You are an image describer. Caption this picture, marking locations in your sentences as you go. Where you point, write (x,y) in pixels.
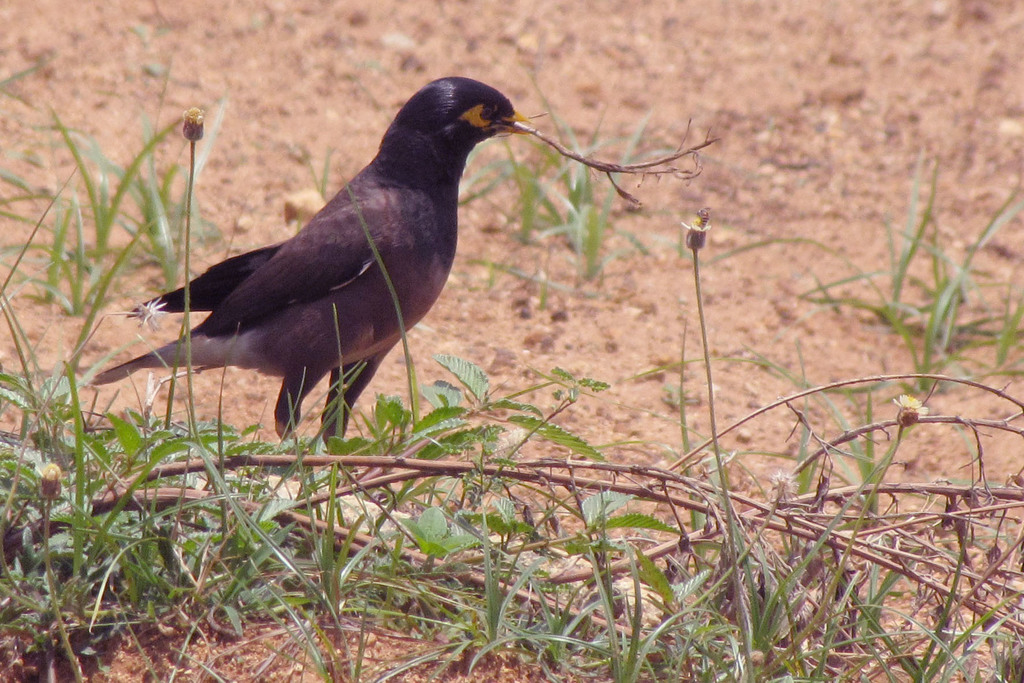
In this picture we can see a bird (400,285) and grass (227,523) on the ground (472,333).
